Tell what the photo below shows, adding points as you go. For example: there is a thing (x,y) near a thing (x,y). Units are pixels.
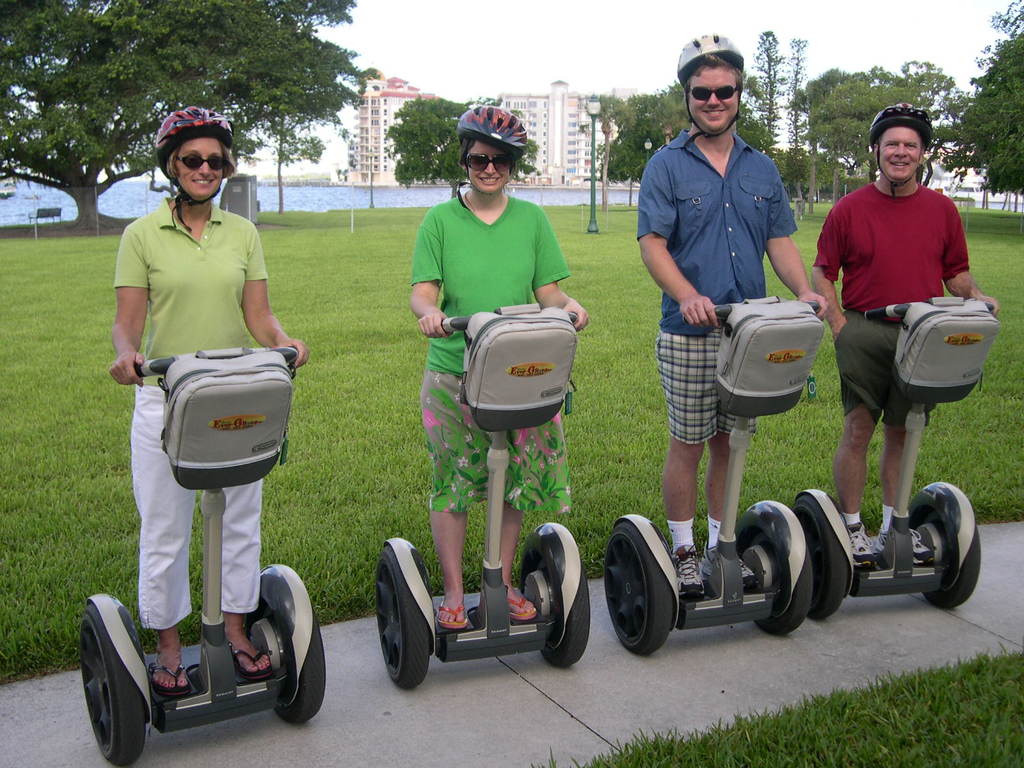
In this image I can see four people (172,336) on the segway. I can see the grass (368,295) and the pole (593,192). On the left side (46,218) I can see a bench (57,211). In the background (353,147), I can see the trees (533,142), buildings (361,170) and the sky (463,57).
